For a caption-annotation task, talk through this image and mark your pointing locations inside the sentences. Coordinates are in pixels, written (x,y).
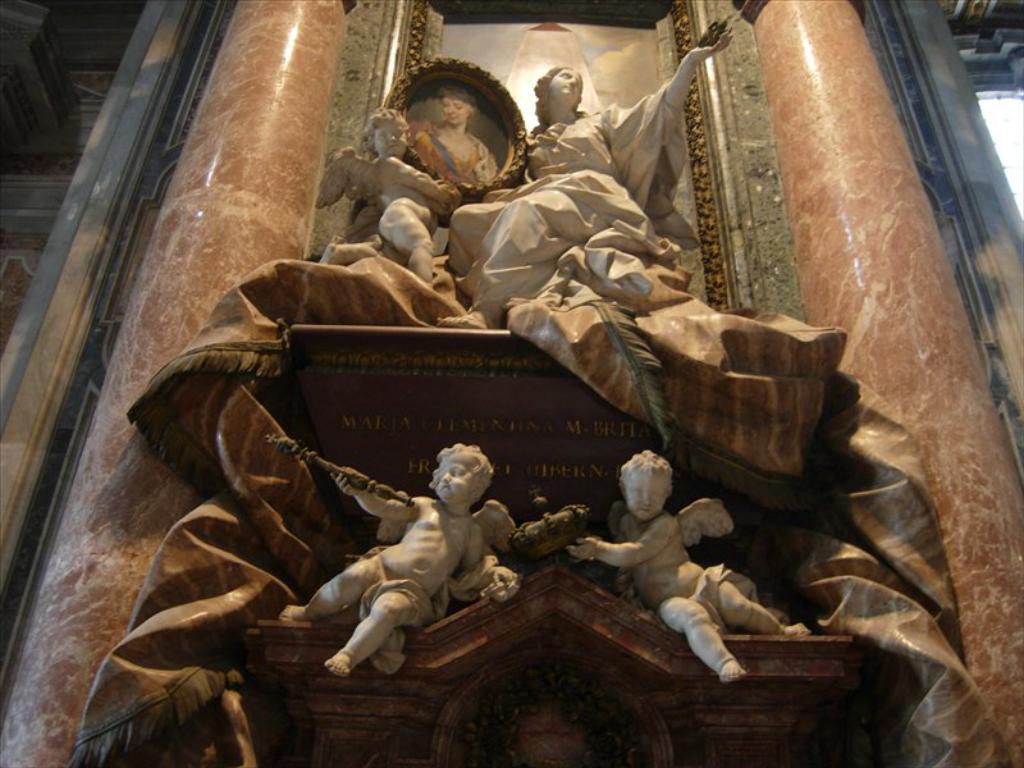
In this image I see the sculptures (473,225) over here which are of cream in color and I see that there are few words (467,429) written over here and I see the pillars (771,32) and I see a frame (407,62) over here and I see the wall (134,87).
